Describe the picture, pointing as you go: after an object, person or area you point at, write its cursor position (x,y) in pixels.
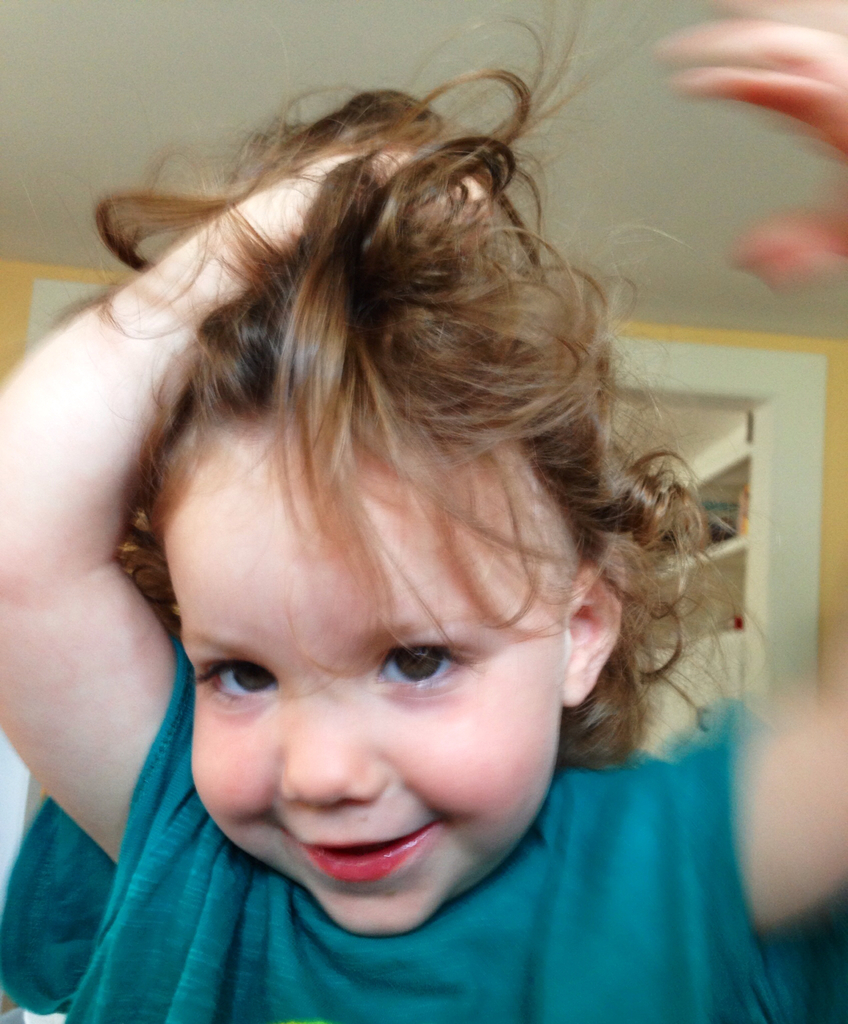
In this image, we can see a girl (489,875). She is wearing a blue color dress (322,936). In the background (792,350), we can see a wall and shelves (720,559). At the top of the image (175,65), we can see the roof (185,57).
